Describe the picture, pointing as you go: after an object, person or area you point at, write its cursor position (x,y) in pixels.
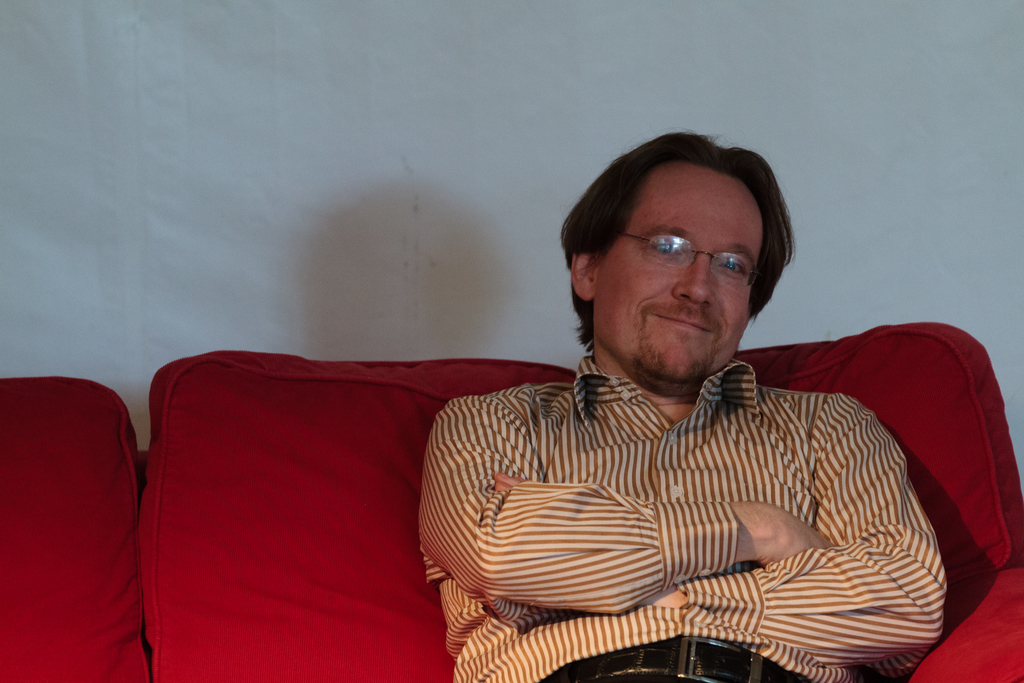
This image is taken indoors. In the background (391,176) there is a wall (469,147). In the middle of the image (581,325) a man (688,426) is sitting on the couch (340,573) and he is with a smiling face (663,286). The couch (274,525) is red in color.
